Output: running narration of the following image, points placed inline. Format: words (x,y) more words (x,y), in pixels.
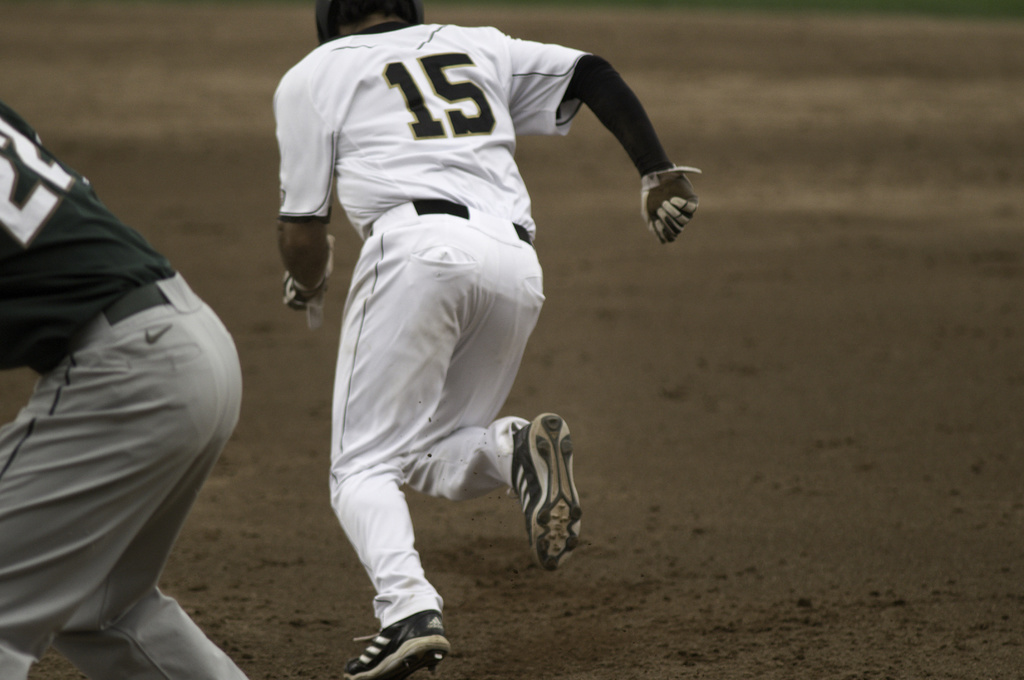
In this picture we can see a person (504,269) running on the ground (860,672) and beside to him we can see a person (171,454).
